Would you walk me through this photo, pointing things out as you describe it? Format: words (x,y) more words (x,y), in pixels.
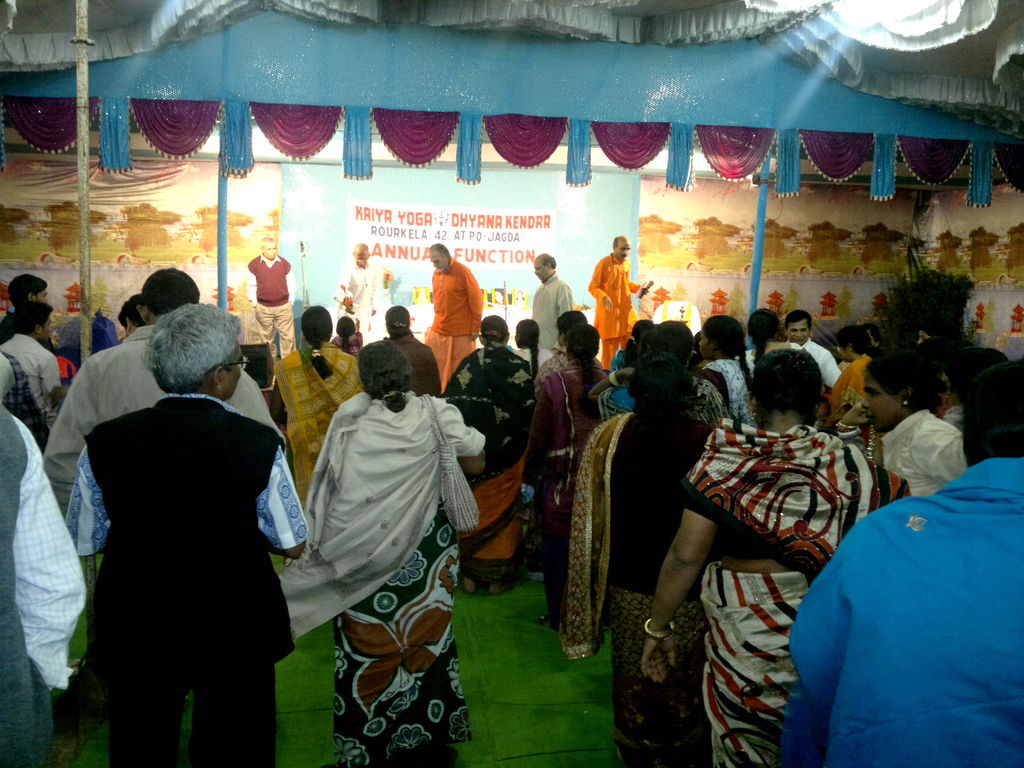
As we can see in the image there are many people (418,474) here and there, mat (556,725), banner (478,266) and a wall (669,273).
